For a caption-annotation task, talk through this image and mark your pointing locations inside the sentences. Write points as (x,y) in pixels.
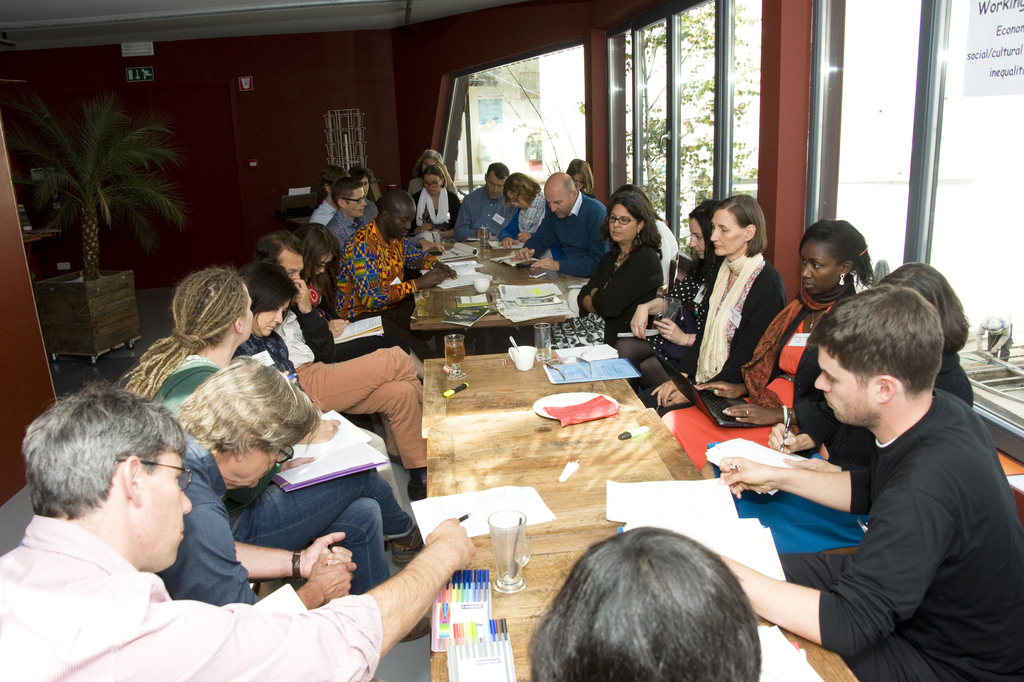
In this image I can see number of people (411,184) are sitting. On this table (477,484) I can see few pens (469,598), papers (699,501) and few glasses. In the background (85,242) I can see a plant (91,192).
